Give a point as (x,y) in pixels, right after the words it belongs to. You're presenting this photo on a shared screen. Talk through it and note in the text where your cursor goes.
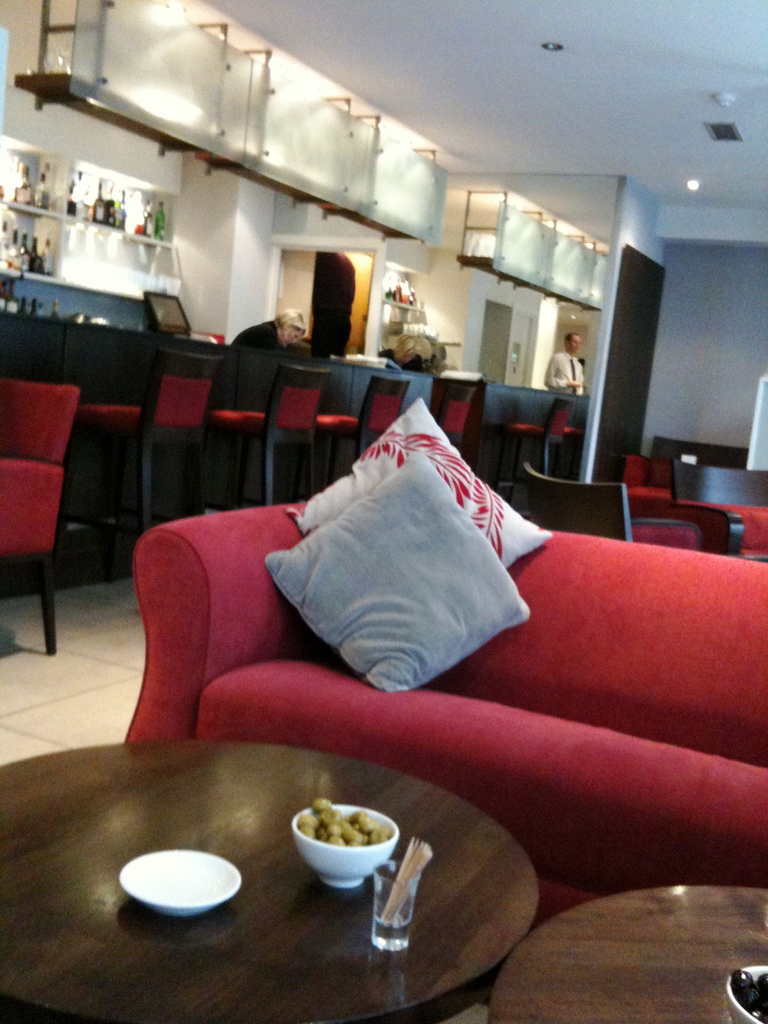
In this image I see number of chairs (710,527) and a couch (683,868) over here on which there are 2 cushions (379,471), I can also see there are 2 tables (69,934) on which there is a plate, 2 bowls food (384,834) in it and a glass (379,881). In the background (36,301) I see 4 persons (404,369), few bottles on the rack (106,185) and a screen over here.
